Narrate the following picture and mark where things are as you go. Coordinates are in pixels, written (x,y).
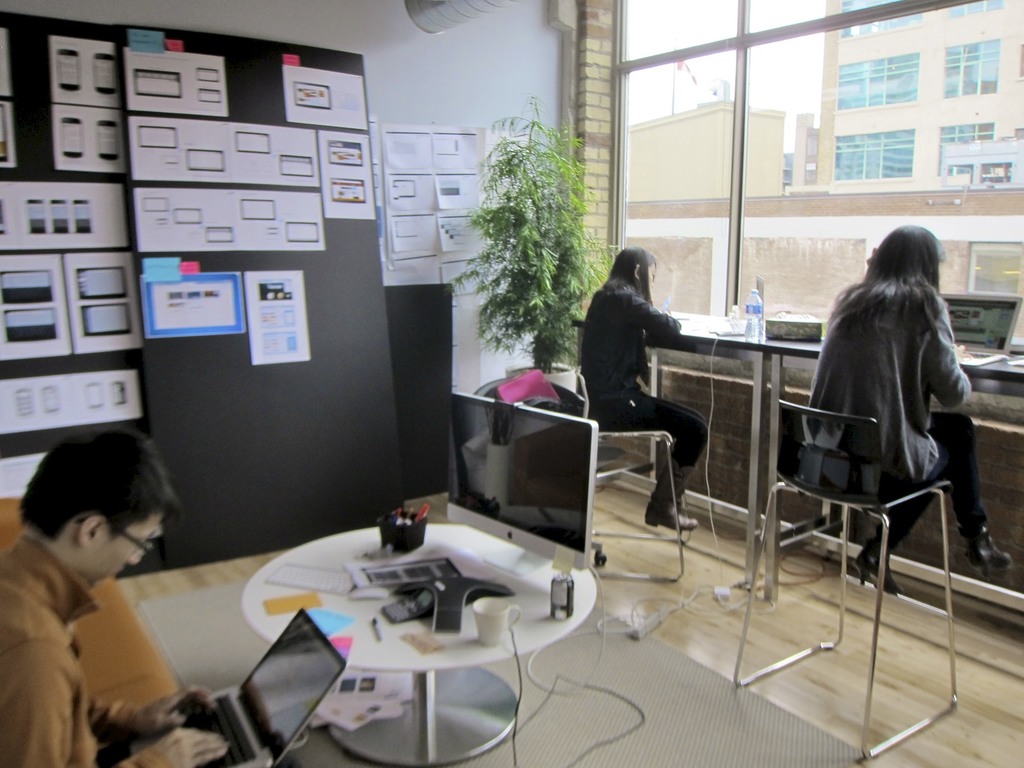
Here through window glass (909,112) we can see huge buildings (921,103) and a sky (791,57). We can see few posts (311,208) on blackboards (167,398) here. We can see two persons (652,404) sitting on chairs (803,433) in front of a table (964,369) and on the table (689,342) we can see laptop (1016,315), bottle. On another table (441,531) we can see pens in a tub (423,538), few color papers (287,609) and coffee cup (493,624). On the floor (711,615) we can see socket (650,624), adapter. We can see one man (27,662) sitting and working on the laptop (285,702). This is a houseplant (515,340).
